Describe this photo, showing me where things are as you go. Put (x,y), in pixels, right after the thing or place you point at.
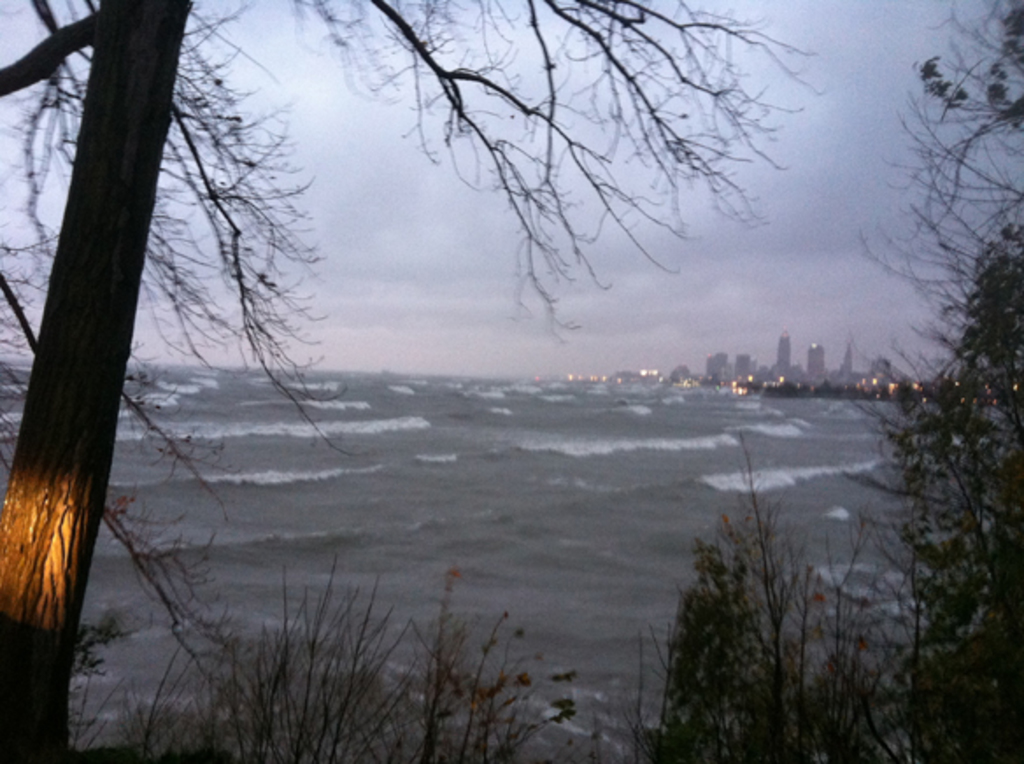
In this image I can see the trees (741,690). I can see the water waves (504,441). In the background (631,379), I can see the buildings (755,375) and clouds (793,223) in the sky (596,234).
